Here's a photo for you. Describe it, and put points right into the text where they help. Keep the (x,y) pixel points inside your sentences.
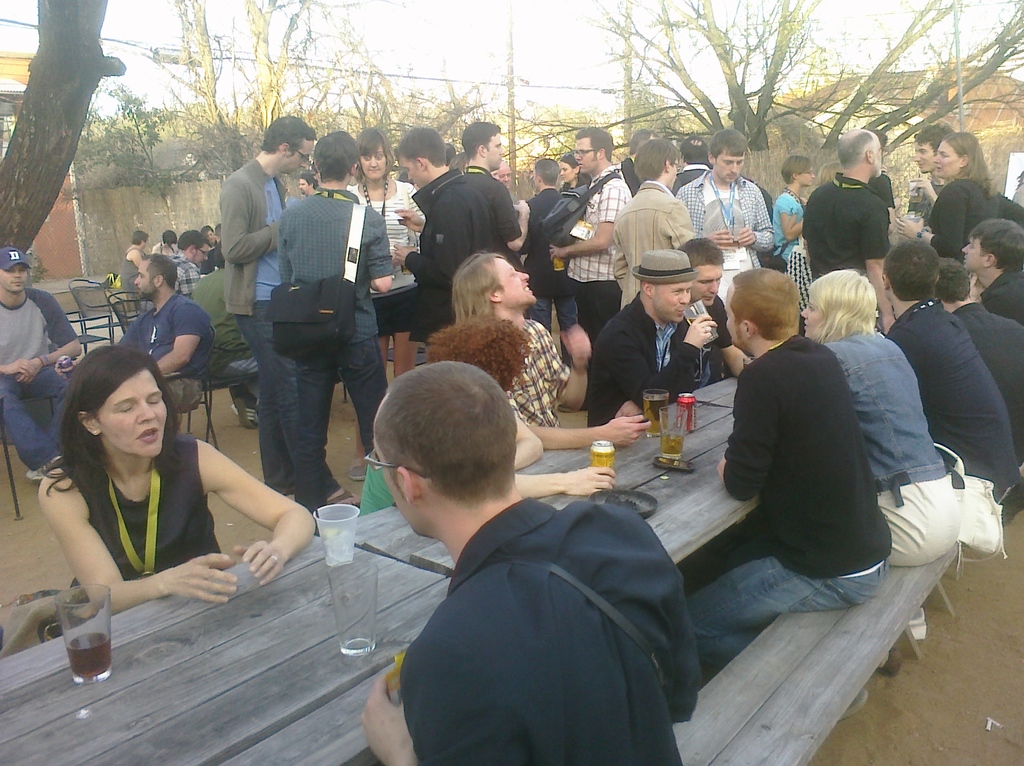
In this image there are group of people (295,430) who are standing, while other people (509,276) are sitting on the bench (798,707) and there is a table (734,519) in front of the bench (787,651). On the table (695,488) there are beer glasses (650,406), cups (343,540), cool drink tin (692,425) on it. At the background (157,250) there are people (139,259) sitting in chairs (117,292) and wall (176,193). Beside the wall (155,201) there are trees (156,151) and house (70,209). At the top (421,67) there is sky (420,39).
